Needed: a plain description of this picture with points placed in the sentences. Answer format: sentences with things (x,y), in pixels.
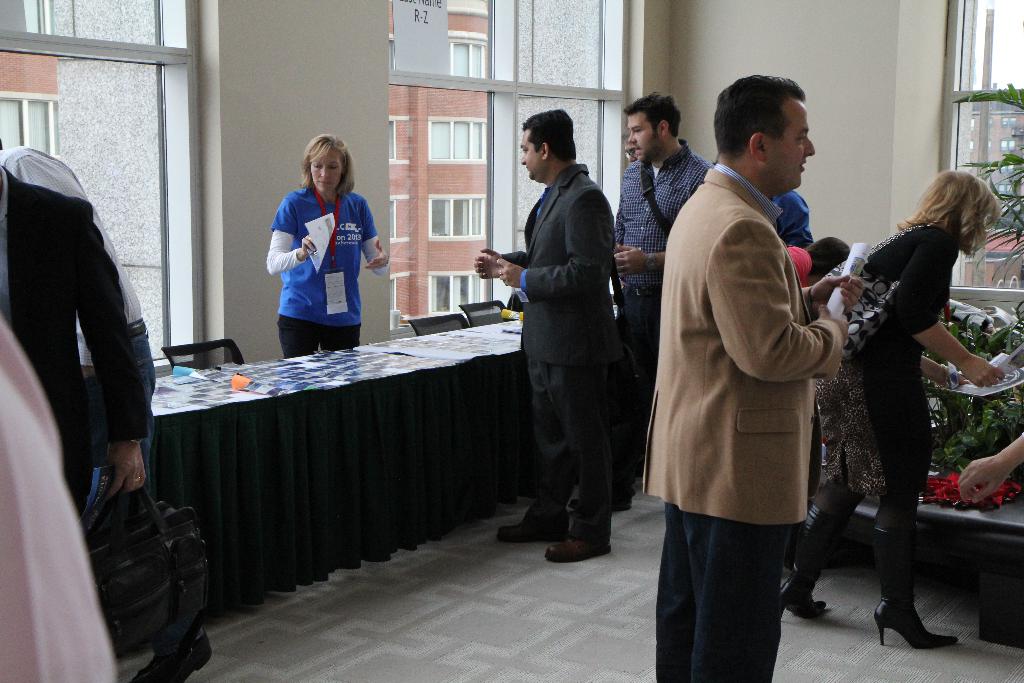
In this image there are a few people (643,279) standing, in front of them there is a table (454,376) with many papers (411,361) on it, behind the table (431,349) there is a woman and there are a few chairs (422,326), behind the woman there is wall (378,106), beside the wall (345,99) there is a glass window (489,202).
